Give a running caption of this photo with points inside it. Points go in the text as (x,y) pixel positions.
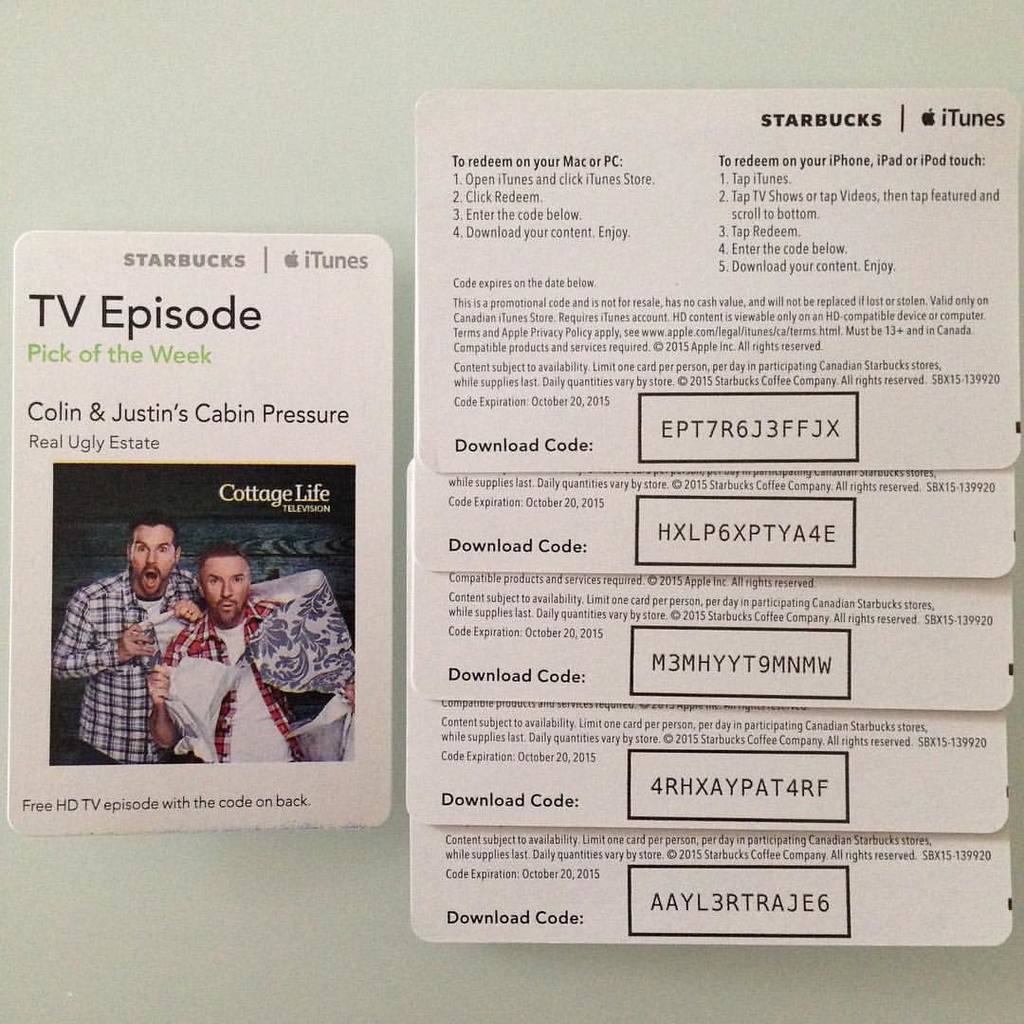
In this image, we can see few cards (436,785). There is some text (713,899), boxes (661,680), numerical number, image (335,642) on cards (446,451). These cards (526,542) are placed on a white surface (530,995).
